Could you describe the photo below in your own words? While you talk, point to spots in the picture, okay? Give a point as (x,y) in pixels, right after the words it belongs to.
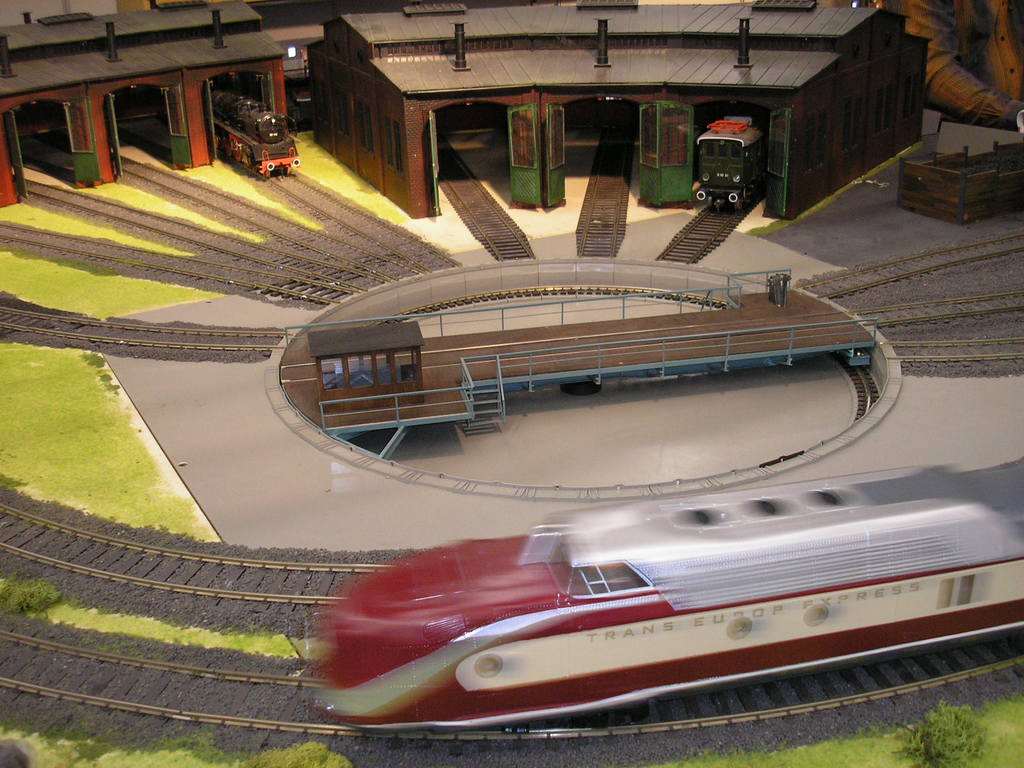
In this image we can see a toy station (703,722) where we can see trains (1016,519) moving on the railway track (329,558). Here we can see the bridge (812,315), railway tracks (845,286) and the railway shed (657,23). Here we can see the person (976,60) in the background (947,99).
